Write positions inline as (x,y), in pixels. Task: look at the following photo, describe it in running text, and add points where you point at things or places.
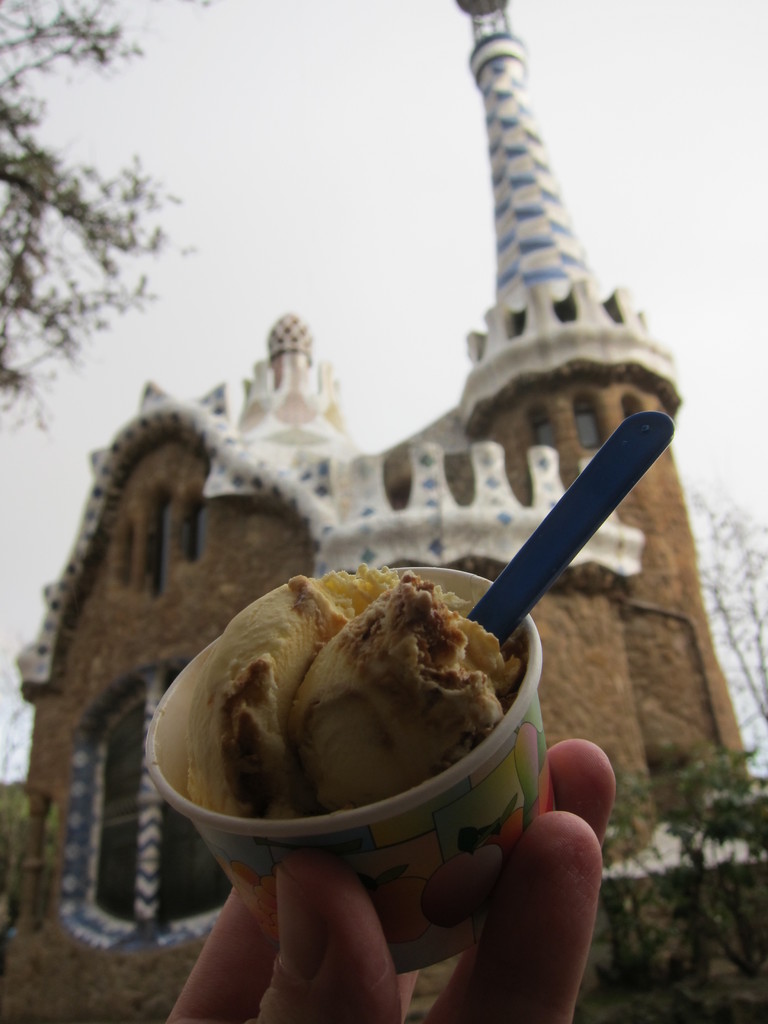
In this image there is a cup (436,801) of ice cream (388,738) with a spoon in the middle (339,673). In the background (329,466) there is a castle (282,467). On the left side (31,182) top there is a tree (39,161). At the bottom (333,980) there are fingers (352,933) which are holding the cup (474,811).
